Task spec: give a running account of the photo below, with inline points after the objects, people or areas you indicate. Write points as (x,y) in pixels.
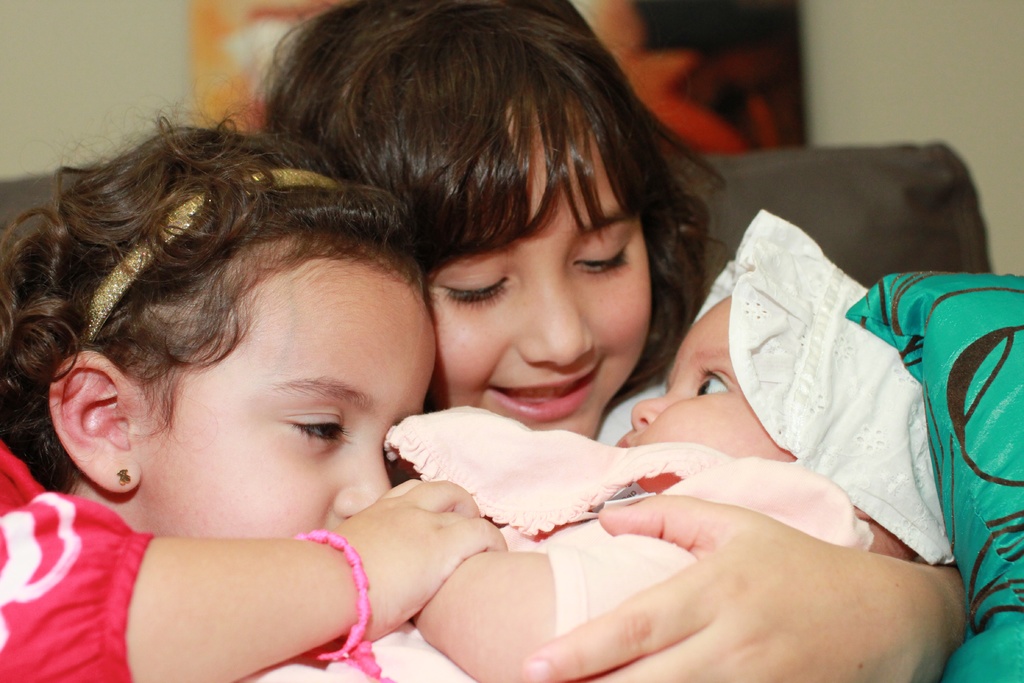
In this image I can see 2 children (401,514) holding a baby (804,513). The background (899,65) is blurred.
